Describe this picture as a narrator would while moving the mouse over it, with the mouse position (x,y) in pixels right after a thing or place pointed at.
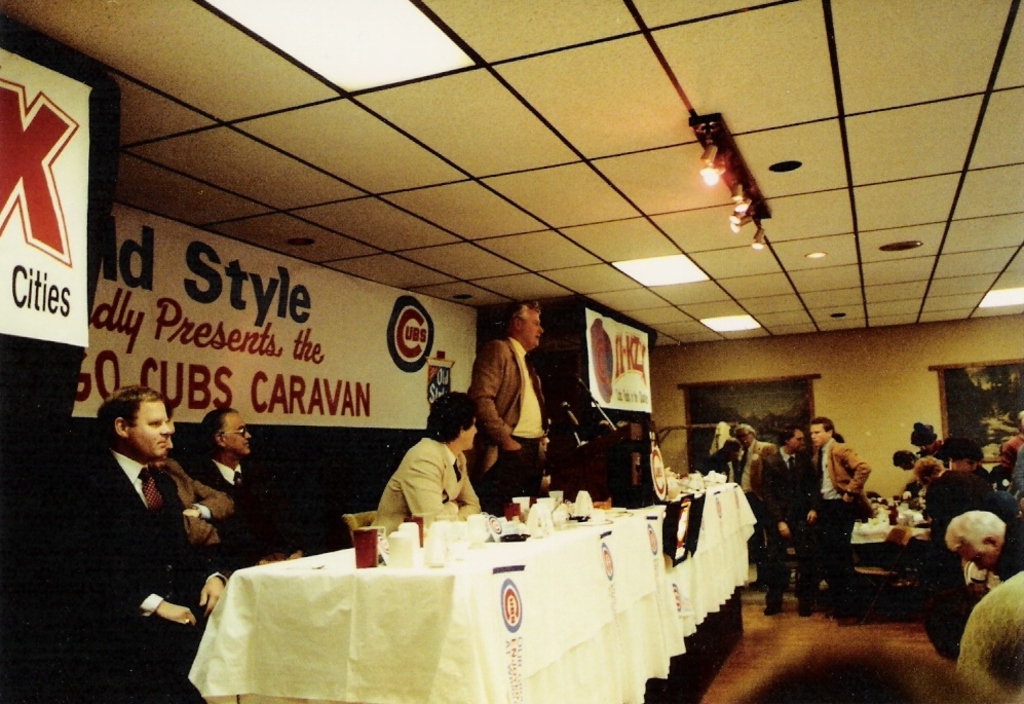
In this picture we can see a few cups (402,535) and other objects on the table (703,489). There is a banner (58,253) in the background (393,403). Some lights (252,8) are visible on top (263,19).
